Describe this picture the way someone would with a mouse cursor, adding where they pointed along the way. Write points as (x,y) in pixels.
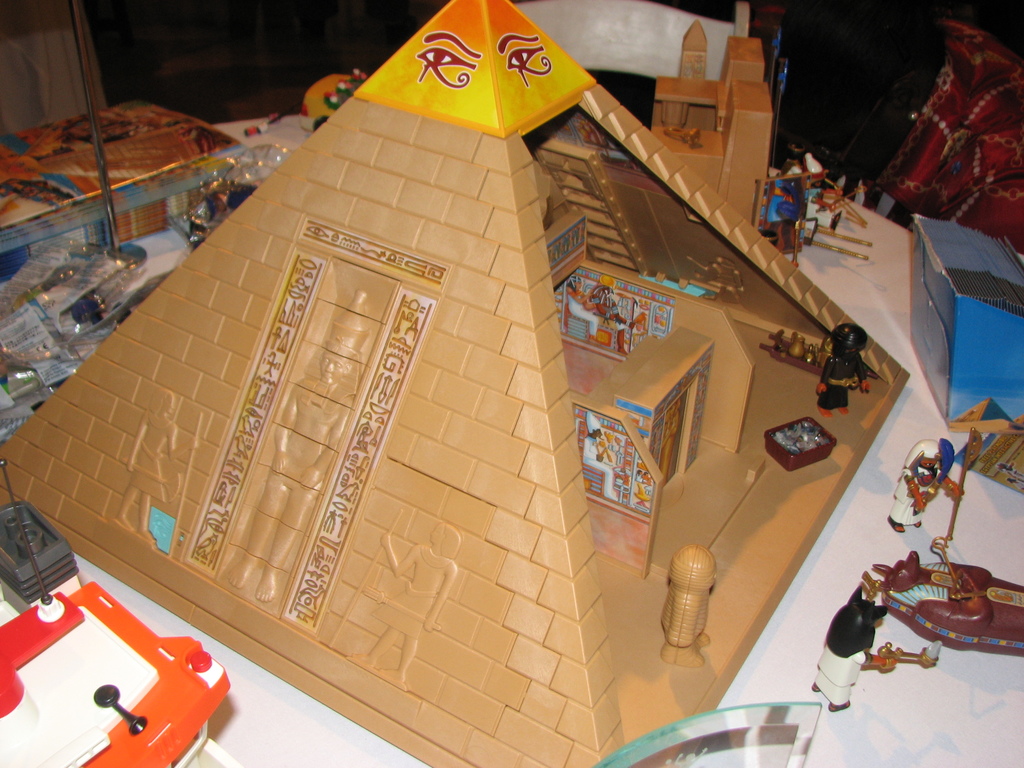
There are toys (685,557) and some other objects (674,359) arranged in an object (327,179) which is in pyramid shape and is placed on the table (290,745). On which, there are toys (910,508) and other objects (89,730). And the background (253,40) is dark in color.
